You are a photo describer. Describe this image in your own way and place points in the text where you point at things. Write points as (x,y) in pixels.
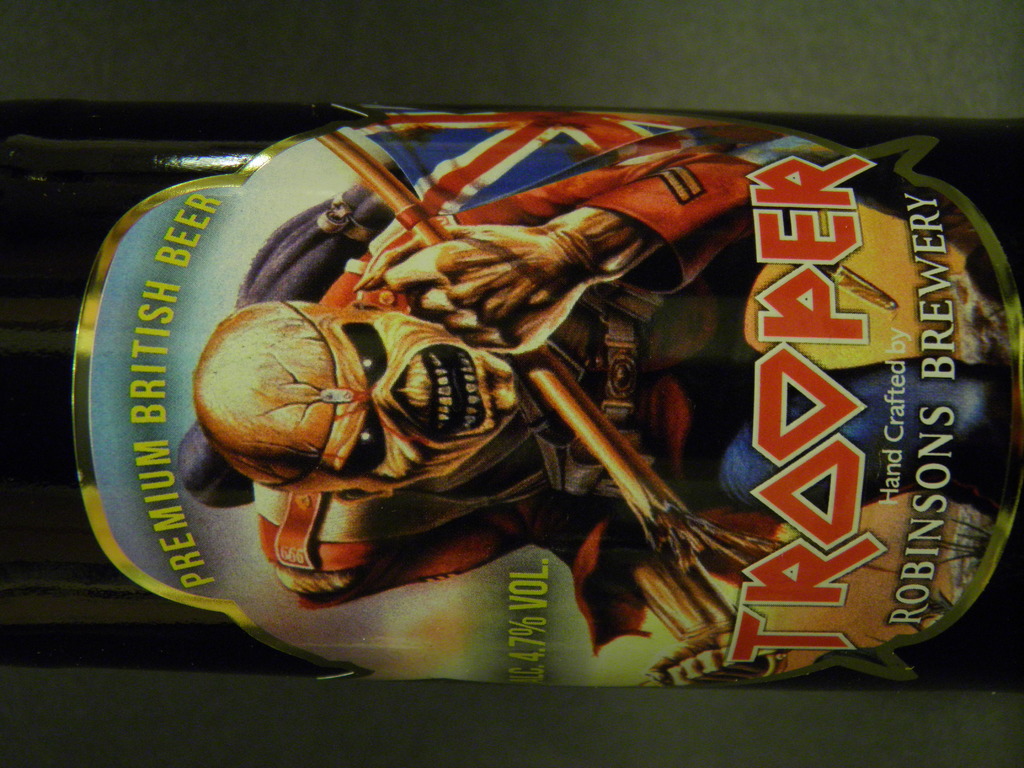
In this picture we can see a bottle (371,327), on which we can see some sticker (598,306).
